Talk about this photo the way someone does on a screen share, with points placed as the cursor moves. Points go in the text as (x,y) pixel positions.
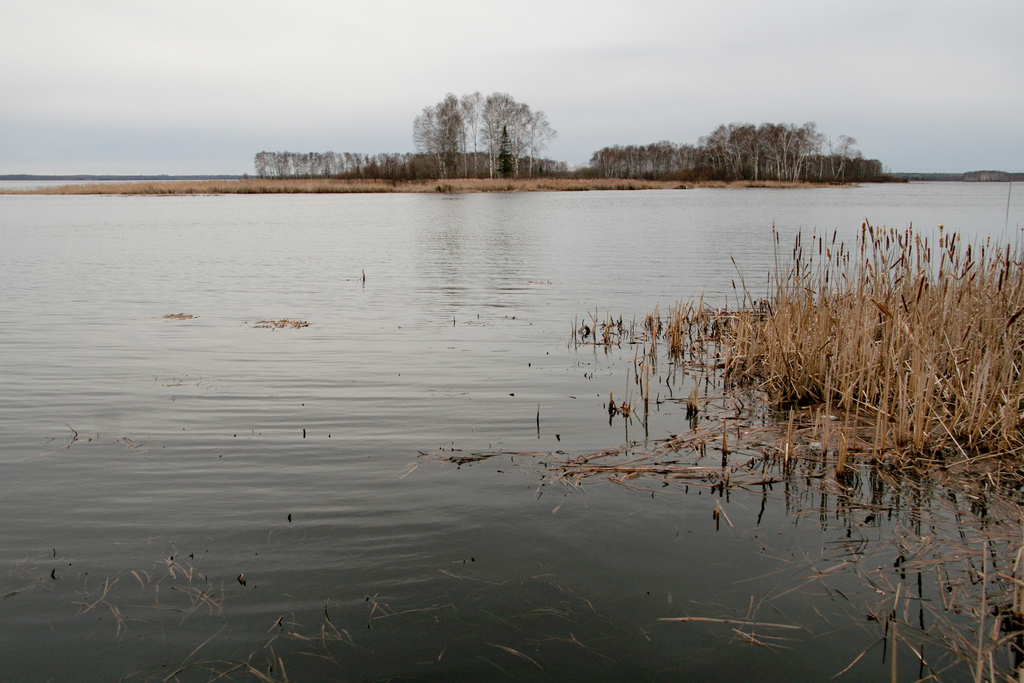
In the image we can see trees (459,108), dry grass (882,328), water (386,327) and the sky (149,42).
